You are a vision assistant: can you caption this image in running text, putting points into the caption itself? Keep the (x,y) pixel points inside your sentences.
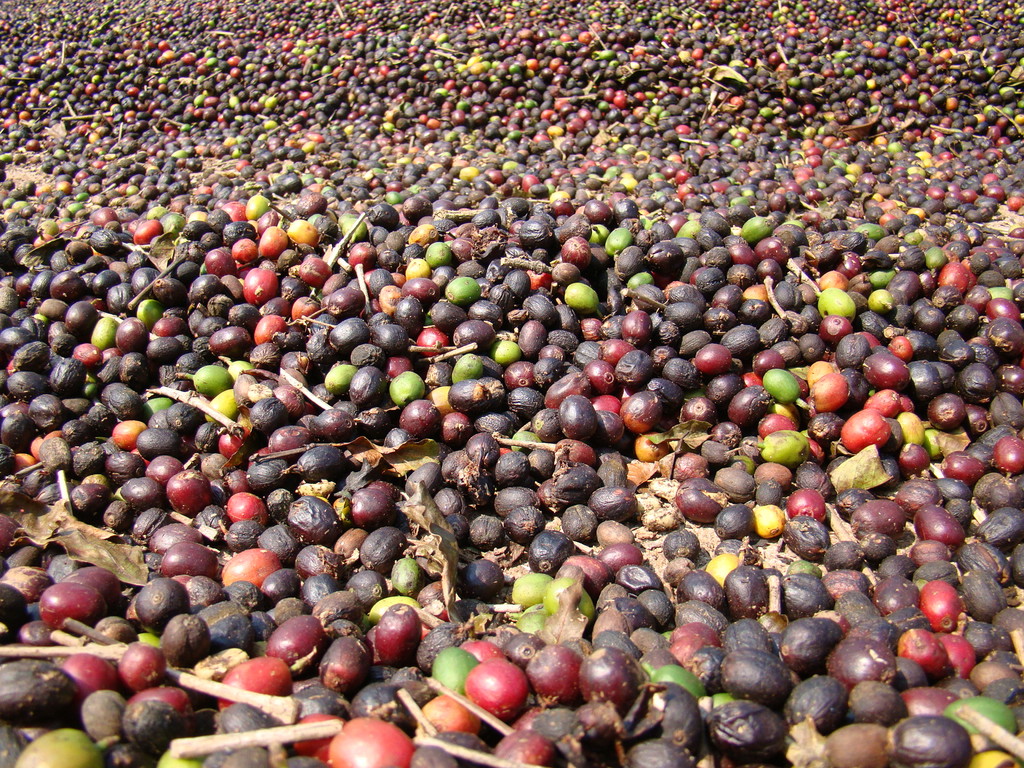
In this image we can see the berries (217,703) and also the twigs (65,646). We can also see the dried leaves (428,516).
